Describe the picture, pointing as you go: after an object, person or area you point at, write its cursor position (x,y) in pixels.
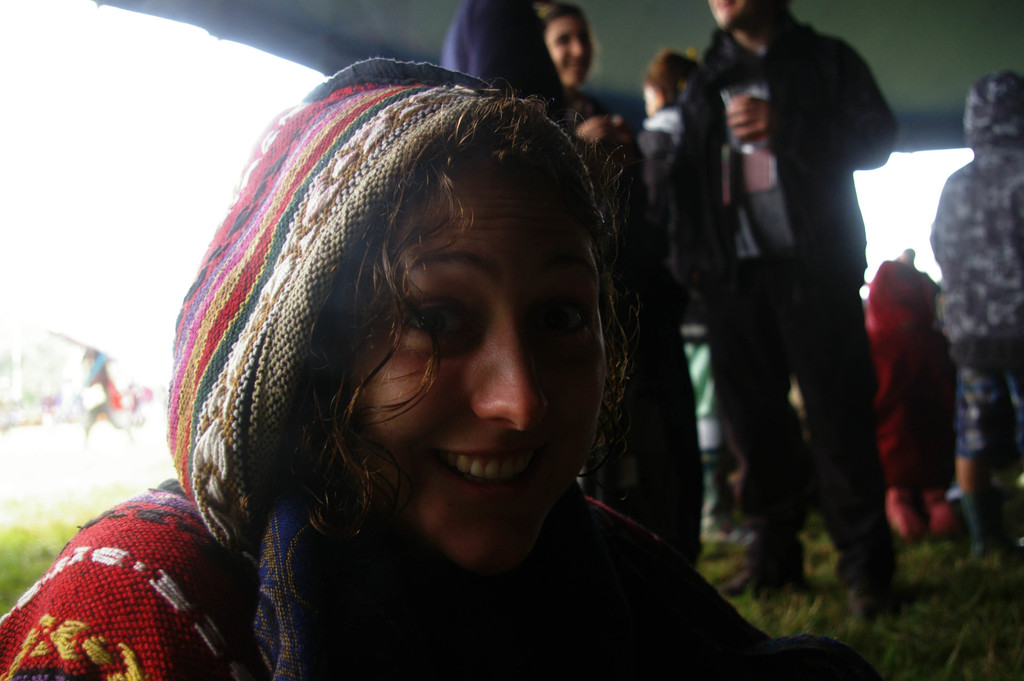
In front of the image there is a lady (409,340) smiling. Behind her there are few people (856,146) standing on the ground (911,615). On the ground (954,611) there is grass (959,613). There is a blur background (39,458).
